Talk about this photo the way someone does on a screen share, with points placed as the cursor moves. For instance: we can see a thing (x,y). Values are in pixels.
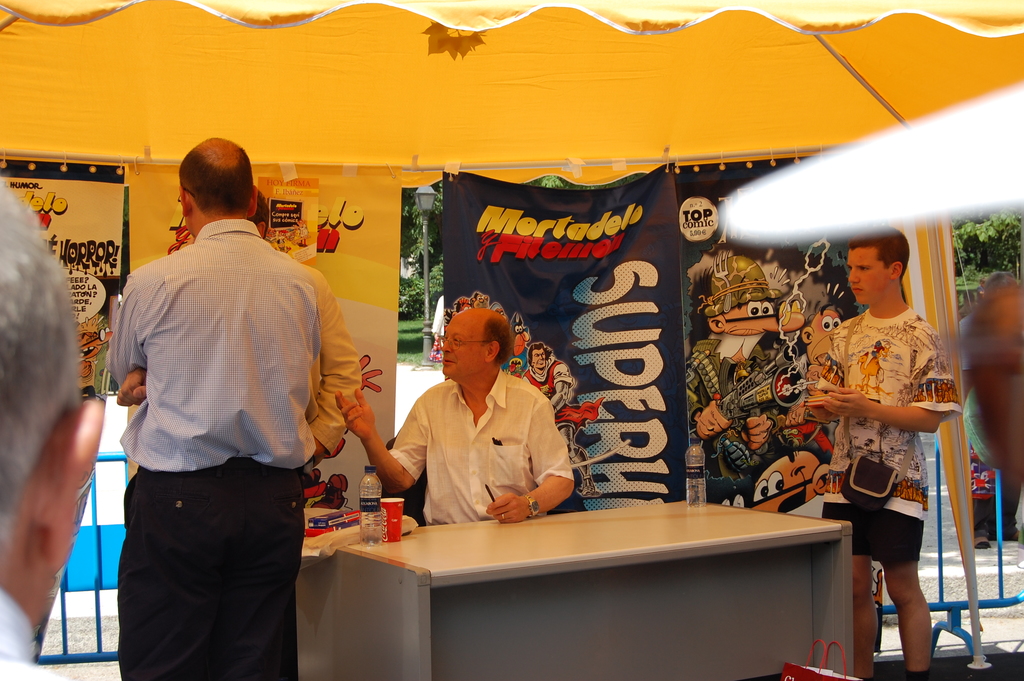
This image is clicked under the tent (269,88). There are many people (120,380) in this image. In the background (140,70), there is a tent (500,120) in yellow color and there are banners (548,281) to the tent (271,68). In the front (551,561), there is a table (499,549) behind which a man (475,425) is sitting and wearing white shirt (506,441). On the table (400,609), there are bottle (379,530) and glass (387,541).
